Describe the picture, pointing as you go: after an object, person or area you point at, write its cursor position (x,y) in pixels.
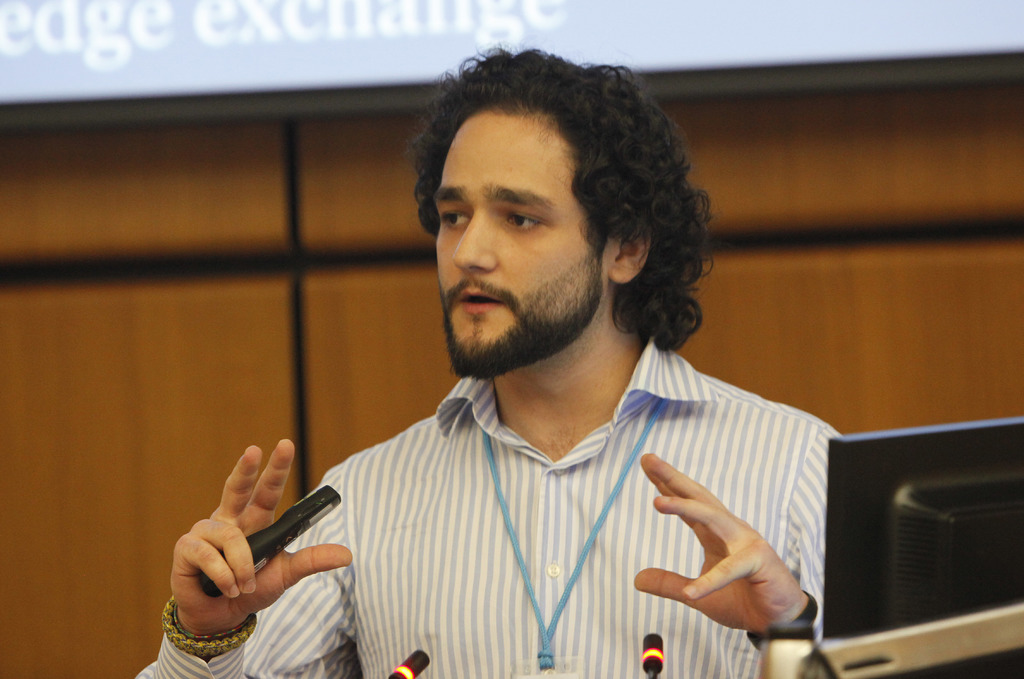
In this image there is a man (681,344) standing at the computer (849,504). In the background (92,319) there is a wall (784,165).
